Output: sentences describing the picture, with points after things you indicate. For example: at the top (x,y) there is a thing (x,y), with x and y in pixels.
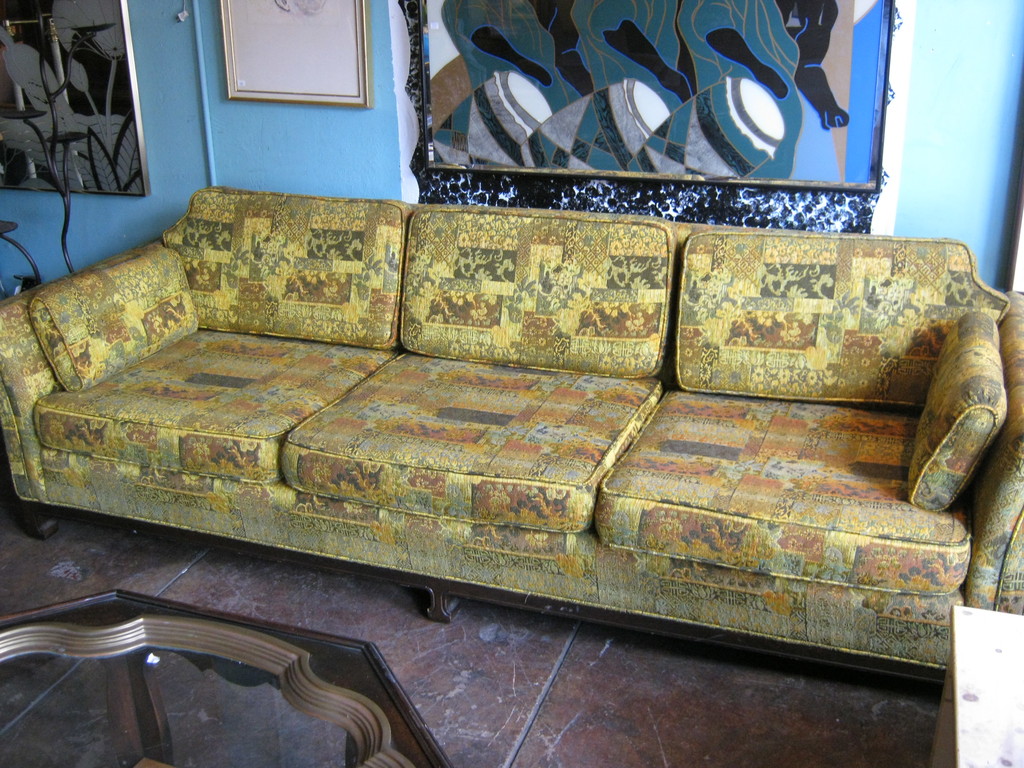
In this image I can see the floor (512,688), a table (299,690) and a couch (529,415) which is yellow, brown, black and orange in color. I can see the blue colored wall (965,187) and few frames (297,77) attached to the wall (178,36).
